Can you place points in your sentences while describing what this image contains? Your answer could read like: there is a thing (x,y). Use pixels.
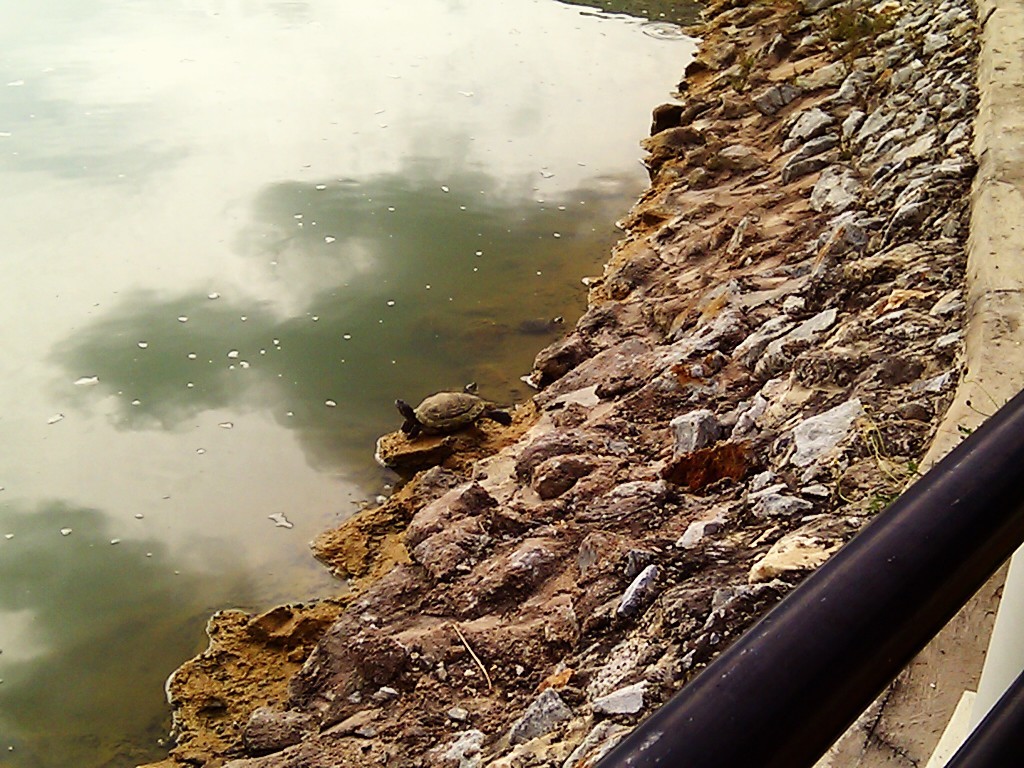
In this image we can see water (276,272) on the left side (219,258). There are stones (659,374). On the right side (912,526) there is a rod (936,502). On the stone (427,449) there is a tortoise (424,431).
